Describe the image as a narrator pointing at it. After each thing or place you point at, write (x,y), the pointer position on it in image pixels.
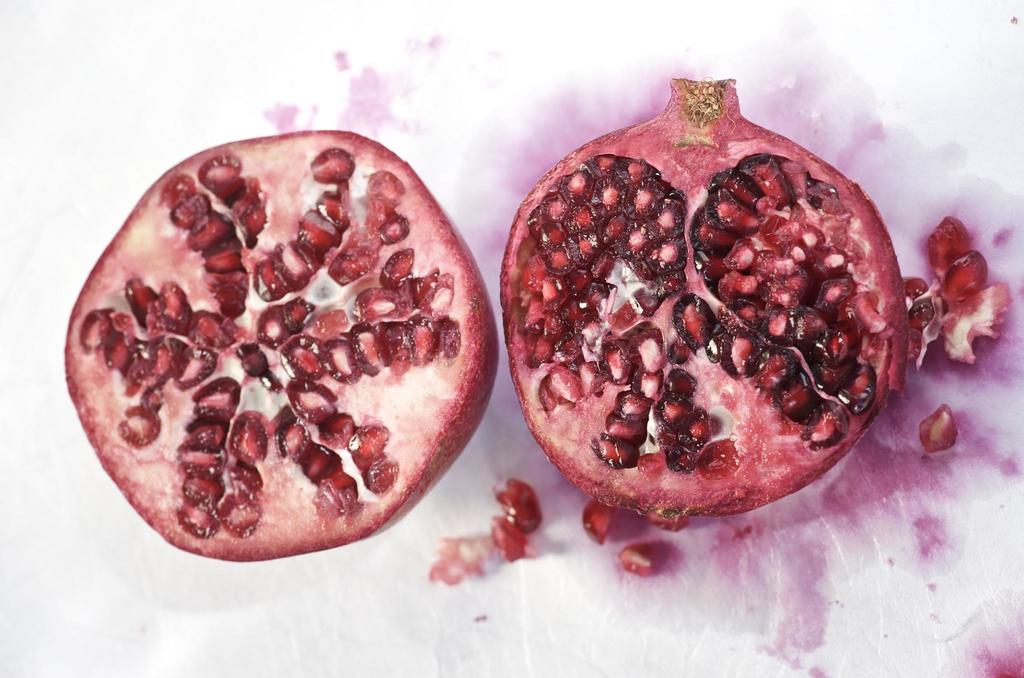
In this image we can see two pieces (445,314) of a pomegranate (556,399), also we can see some seed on the white colored surface (966,396).
